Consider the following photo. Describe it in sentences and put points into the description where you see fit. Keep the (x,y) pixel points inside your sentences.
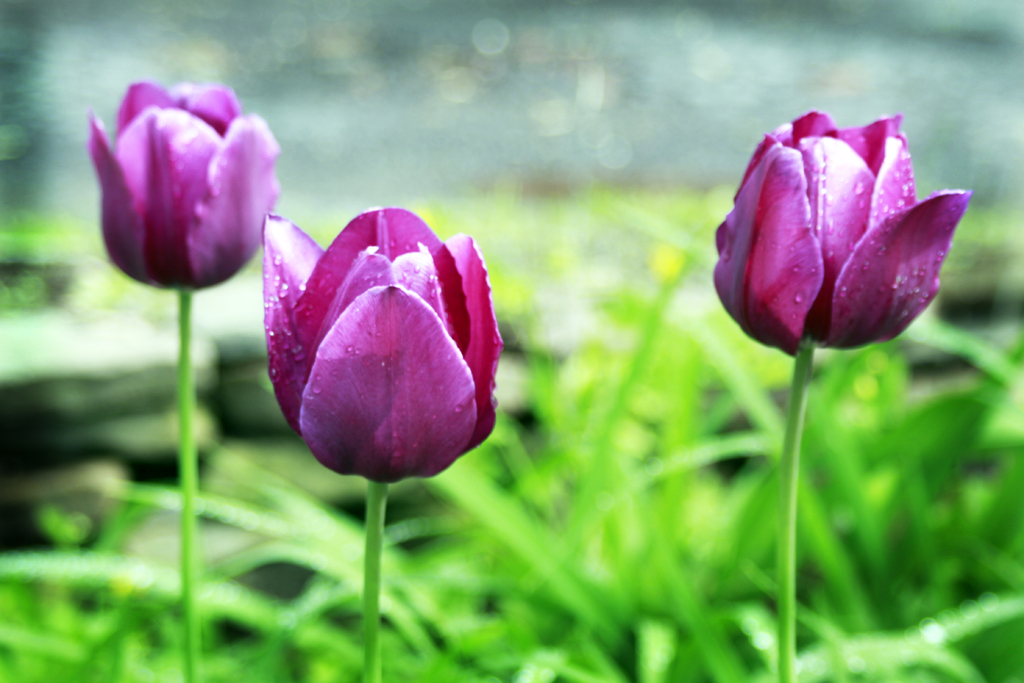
In the image we can see there is a grass (594,513) in the bottom (708,599) and there are three tulip flowers (728,286) which are of pink colour.
